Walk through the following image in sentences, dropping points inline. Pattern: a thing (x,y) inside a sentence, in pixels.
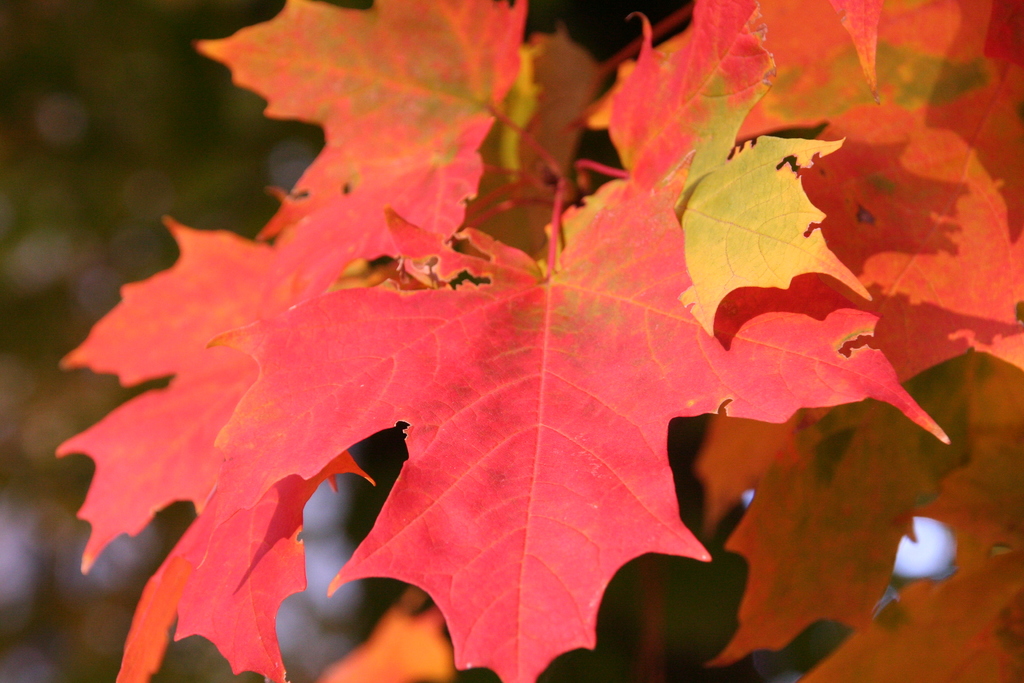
In this image there are leaves (403,305) which are in red color.
